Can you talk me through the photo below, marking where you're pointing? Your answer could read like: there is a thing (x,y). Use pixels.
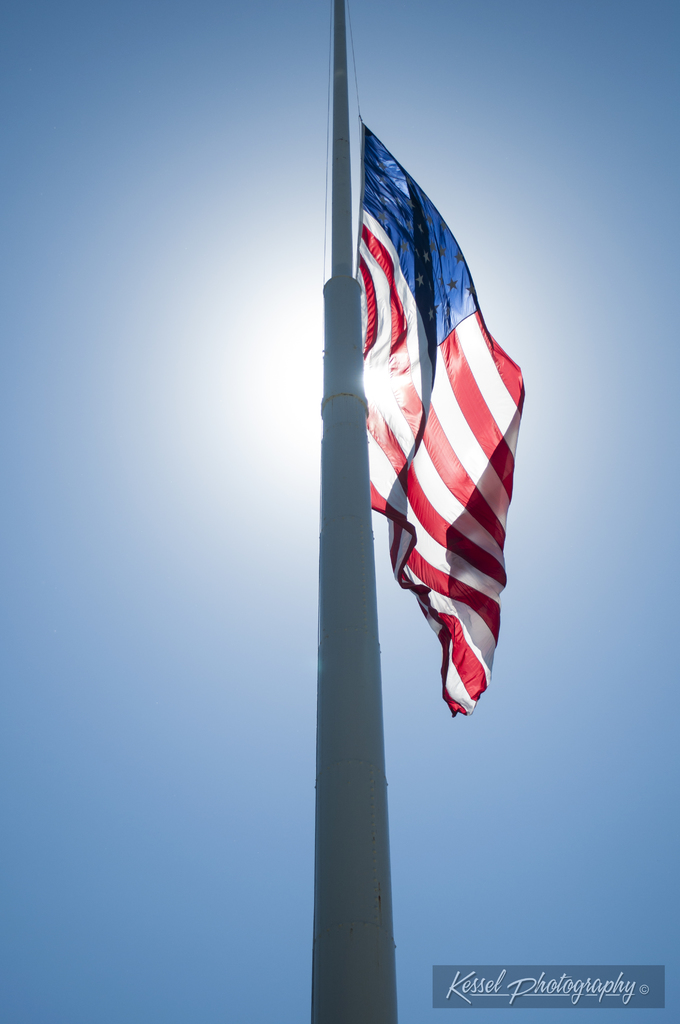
Here we can see a flag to a big pole (334,615). At the bottom (541,973) we can see a text (544,996) written on the image. In the background (277,434) we can see the sky (8,410).
